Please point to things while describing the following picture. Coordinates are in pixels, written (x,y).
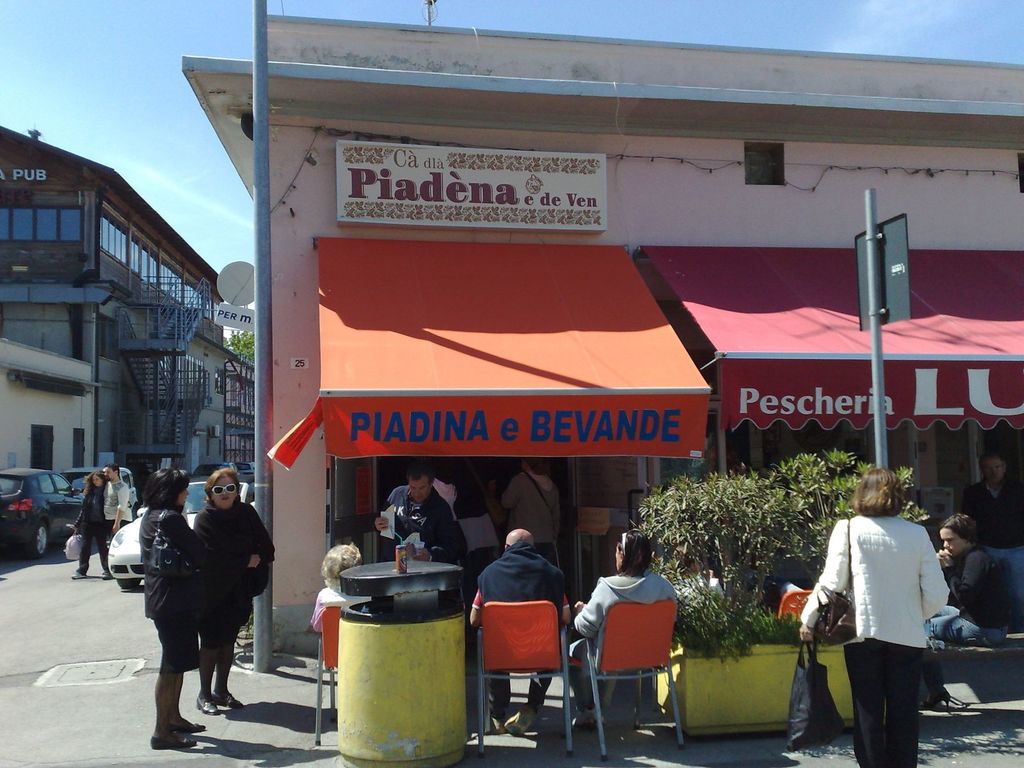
This picture shows people (586,627) sitting in front of a shop (596,421) in the chairs (561,633). Some of them were standing here. There are some plants (739,543). In the background (137,548) there is a car (123,554) on the road (98,630) and some buildings (108,359) here. We can observe a sky (81,73) too.
